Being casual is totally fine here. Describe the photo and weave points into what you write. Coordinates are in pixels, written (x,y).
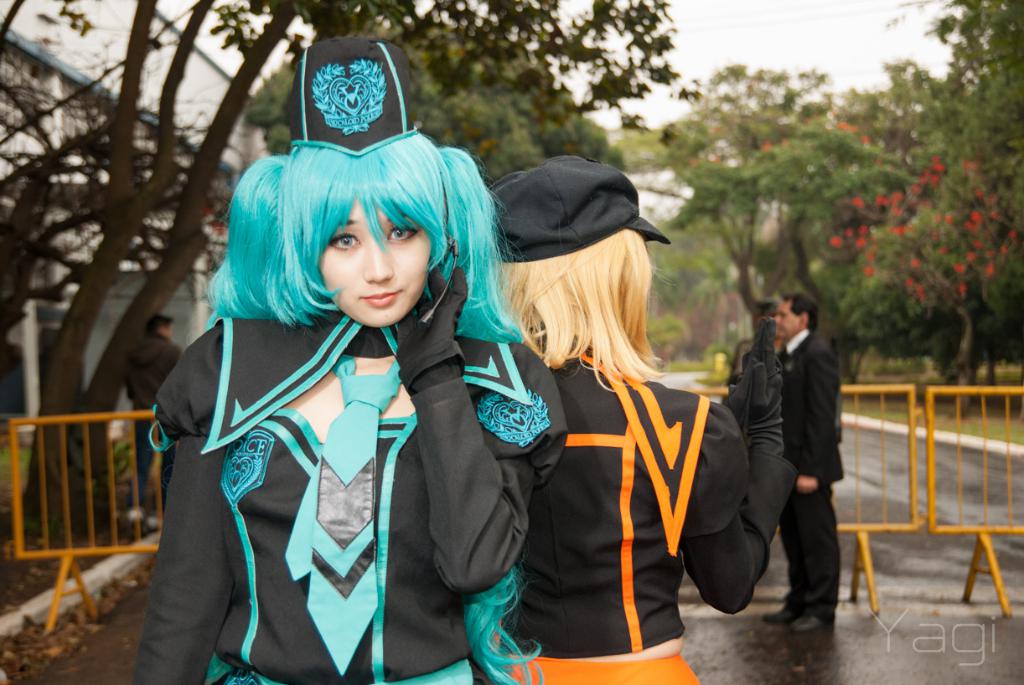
In this picture I can observe two women (326,352). One of them is wearing black and blue color dress (278,505) and I can observe blue color hair (310,232) on her head (334,208) and the other woman (590,499) is wearing black and orange color dress (606,519). There is black color cap (582,230) on her head (604,243). On the right side (812,552) there is man (820,484) standing, wearing black color coat (790,441). I can observe yellow color railing (52,473) on the road (890,490). In the background (441,116) there are trees (618,147) and a sky (703,47).
